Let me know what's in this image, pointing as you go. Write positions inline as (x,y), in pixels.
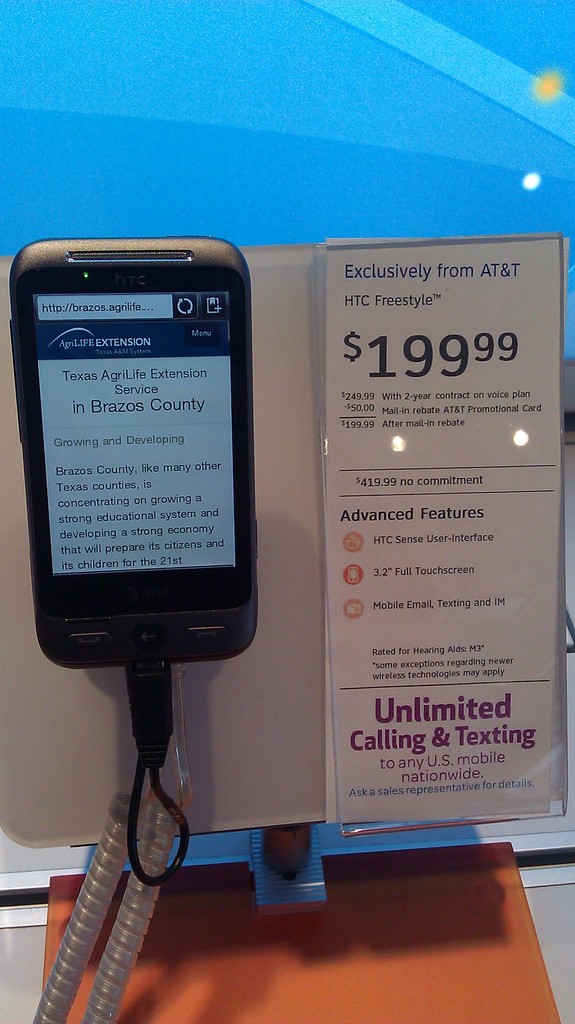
In this image there is a mobile (57,379) attached to the price tag (399,516), on which there is a text (430,295) and numbers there is a cable wire (122,924) visible at the bottom (100,867), background (393,156) color is blue.
